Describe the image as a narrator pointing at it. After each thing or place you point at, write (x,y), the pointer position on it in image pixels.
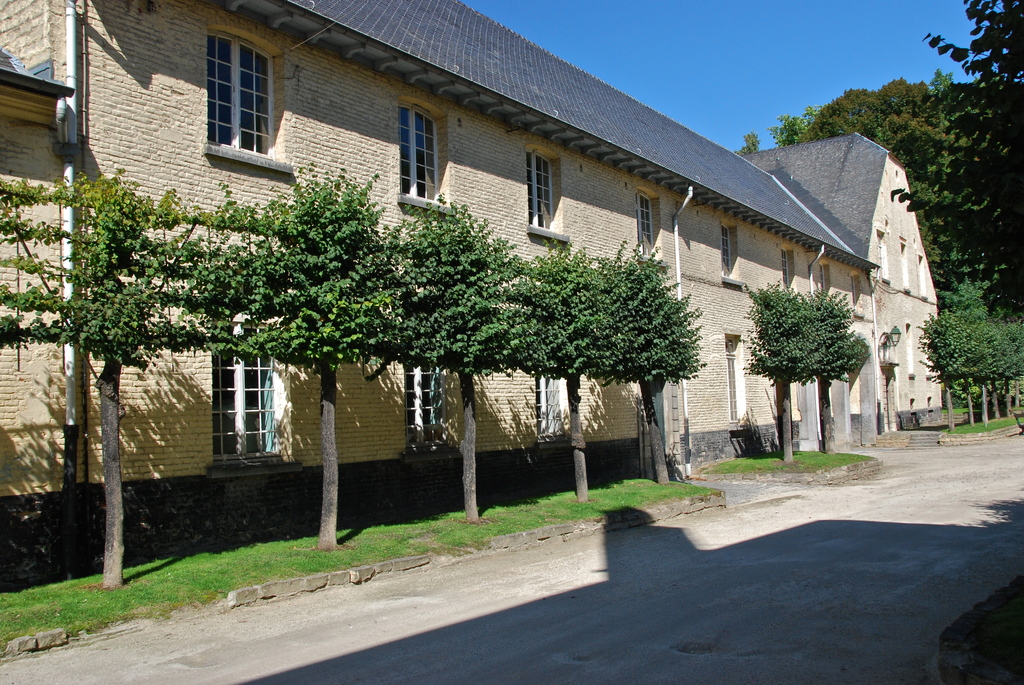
In this image, we can see some trees (943,325) beside the wall (858,301). There is an another tree (927,183) on the right side of the image (941,256). There is a roof (669,168) and sky (593,55) at the top of the image (598,55).
